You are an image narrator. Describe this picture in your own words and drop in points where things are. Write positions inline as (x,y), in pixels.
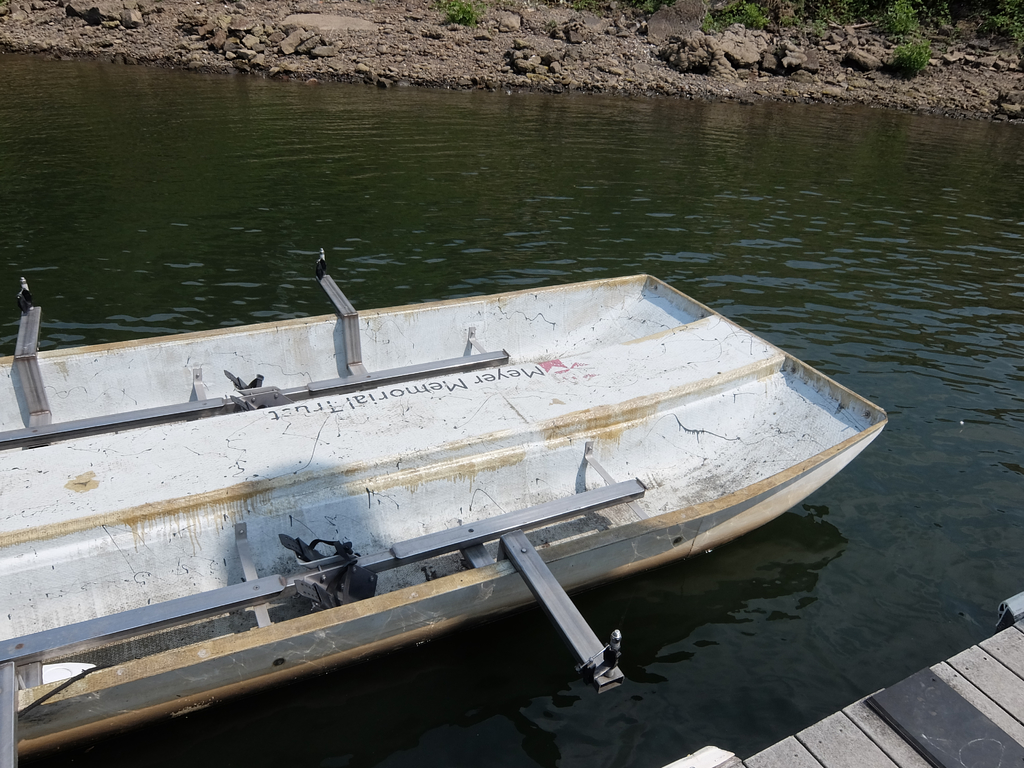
In this picture there is a white color boat (637,470) in the river water (740,614). Behind there are some rocks (514,62) on the ground (234,32).
